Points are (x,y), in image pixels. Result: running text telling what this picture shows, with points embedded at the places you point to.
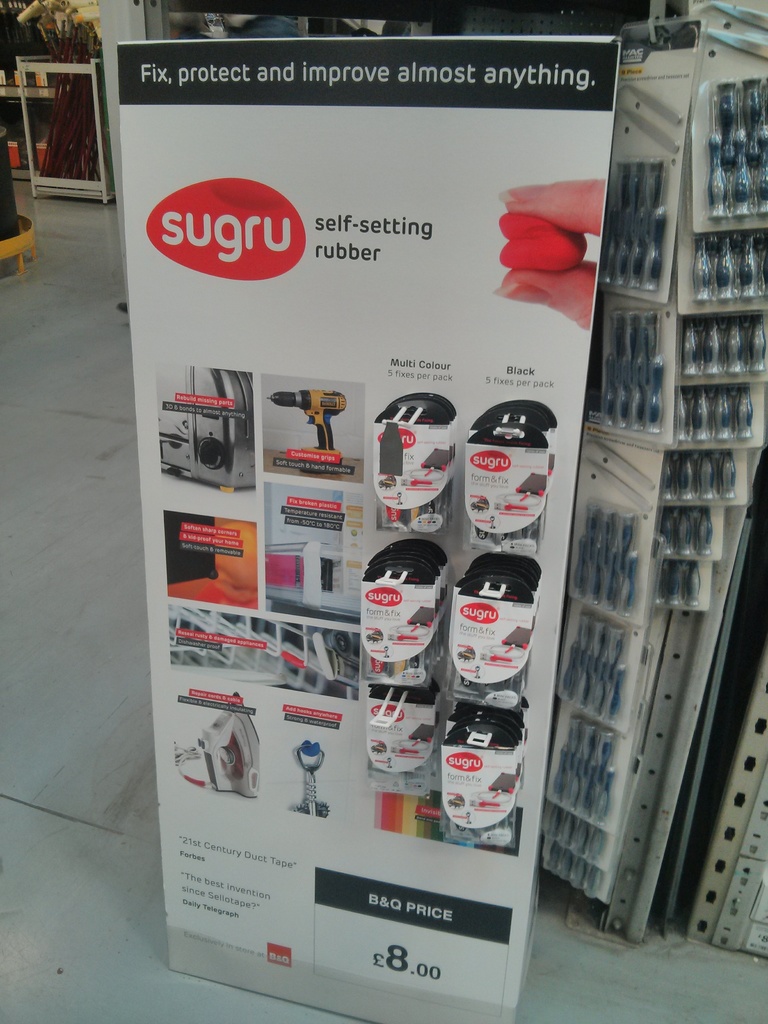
In this picture I can see there is a banner (364,846) and there are few objects (400,495) attached to the banner (370,483) and on to right (651,359) there are few other objects (654,346) and there is a shelf (64,178) in the backdrop (71,176) and there are few other objects (70,133) in the backdrop (67,165).
